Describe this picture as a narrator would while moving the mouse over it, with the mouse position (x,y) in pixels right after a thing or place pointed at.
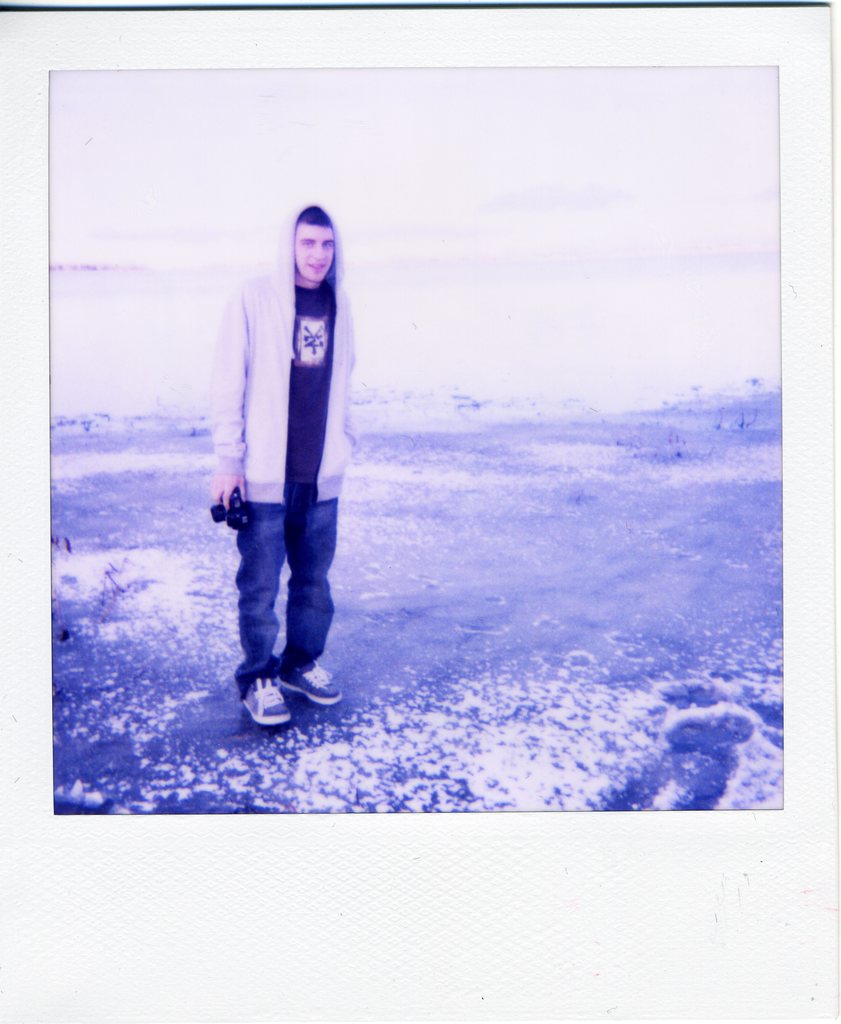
In this image there is a person (293,486) standing, holding a camera (218,523) in his hand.
